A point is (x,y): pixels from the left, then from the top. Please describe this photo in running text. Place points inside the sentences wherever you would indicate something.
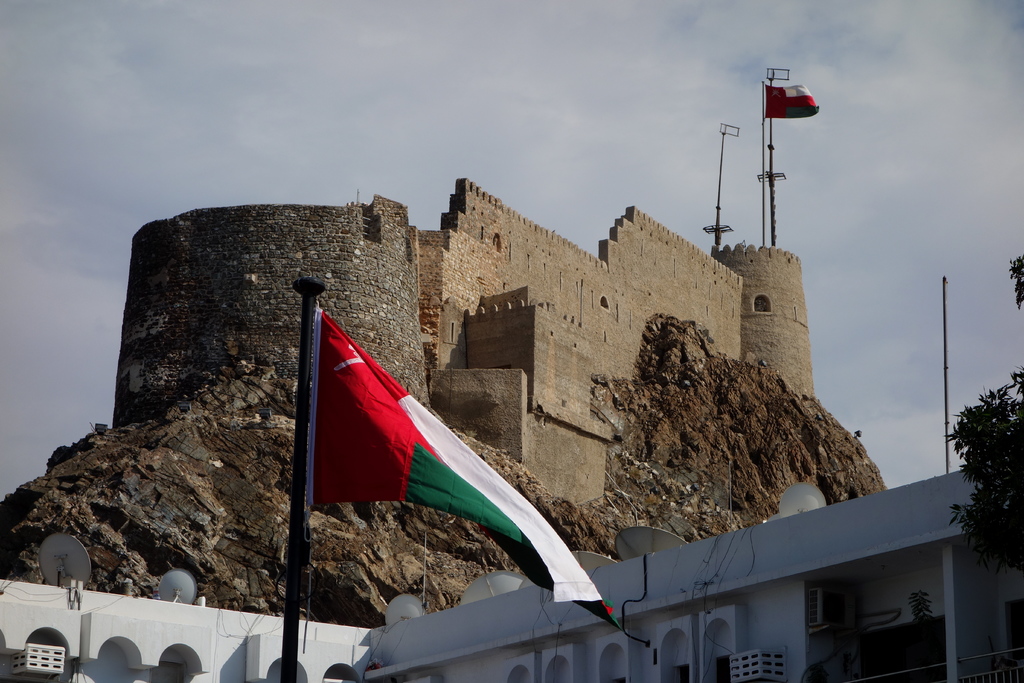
In this image I can see red, green, white color flag (317,460). Back Side I can see fort (596,300) and building (792,589). The building (816,584) is in white color. We can see trees (987,474). The sky (349,73) is in white and blue color.
